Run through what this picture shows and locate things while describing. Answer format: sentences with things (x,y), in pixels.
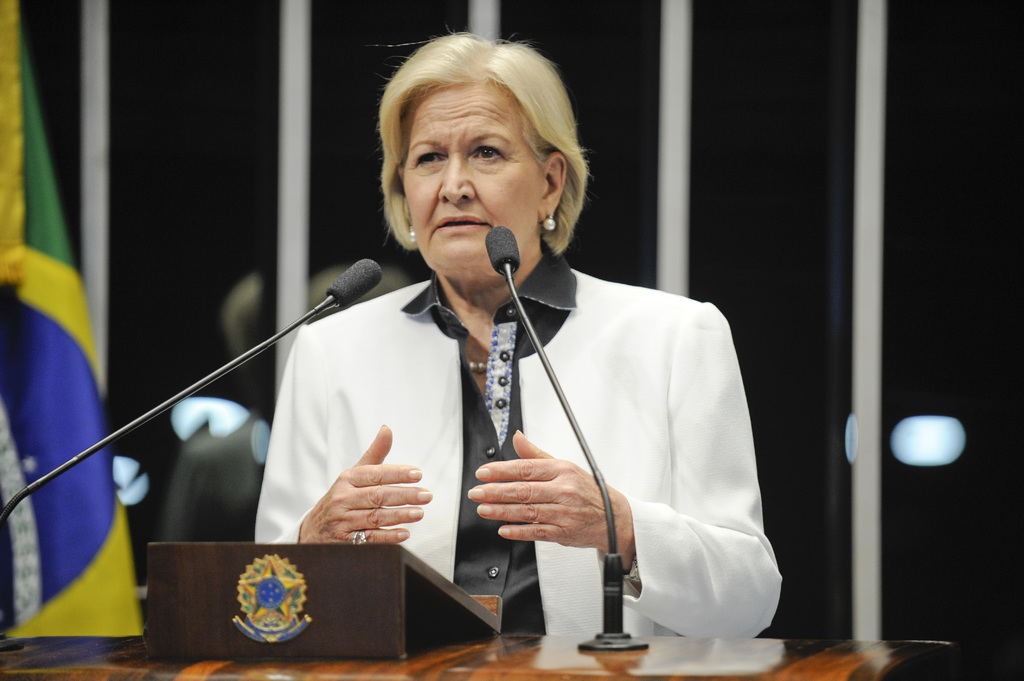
In the image there is a woman (609,410) and she is speaking something, there are two mics (277,336) in front of the woman (296,496) and in the background (44,271) there is a flag (78,335) on the left side (67,442).
